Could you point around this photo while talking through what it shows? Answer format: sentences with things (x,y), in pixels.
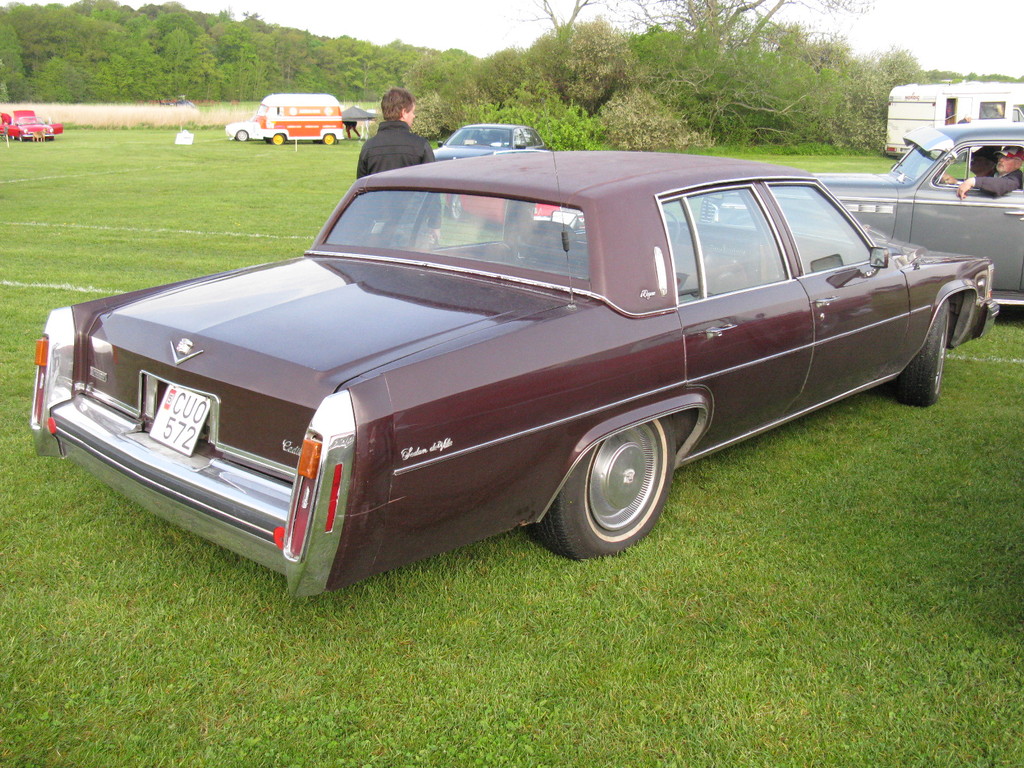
In this image I see a maroon colored car (262,434) and there is a man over here and there is another car (964,126) in which there are 2 persons (1019,168) and In the background (752,154) I see 2 more cars (487,137), plants (882,75), grass (72,150) and I see another van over here and I see the trees (376,65) and the sky (800,2).
